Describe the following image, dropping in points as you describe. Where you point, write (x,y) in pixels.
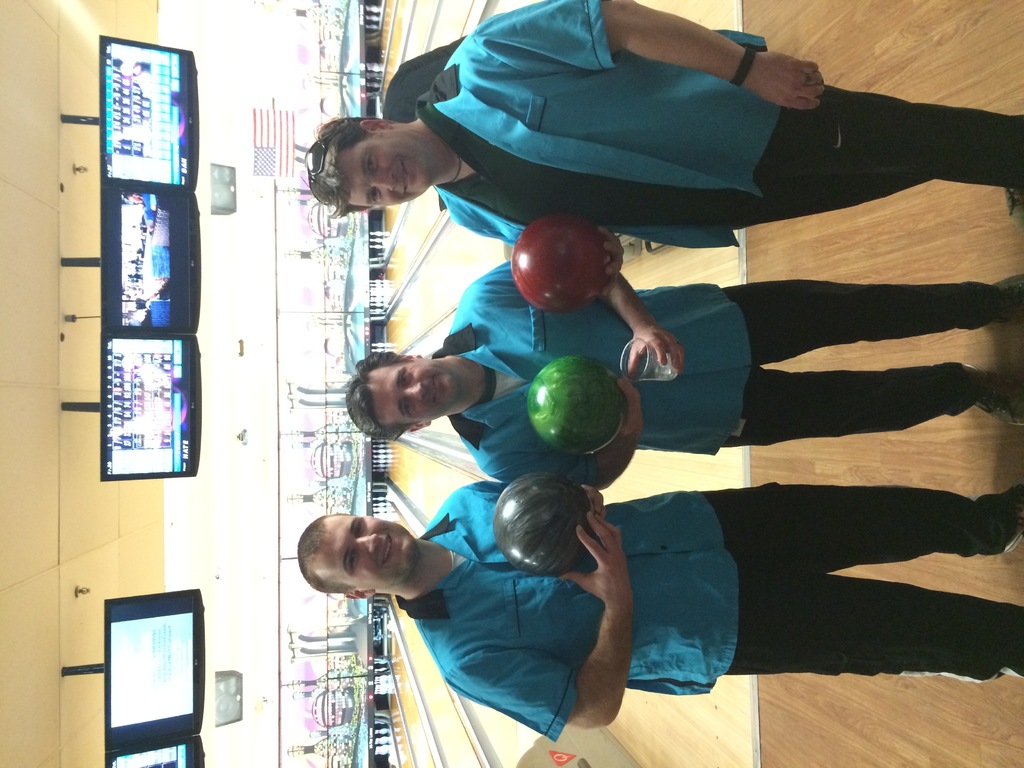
This is the picture of a room (217,463). In this image there are group of people (630,545) standing and smiling and holding the balls (567,565). At the top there are screens (157,385). At the back (315,745) there is a flag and there are objects (335,110).
